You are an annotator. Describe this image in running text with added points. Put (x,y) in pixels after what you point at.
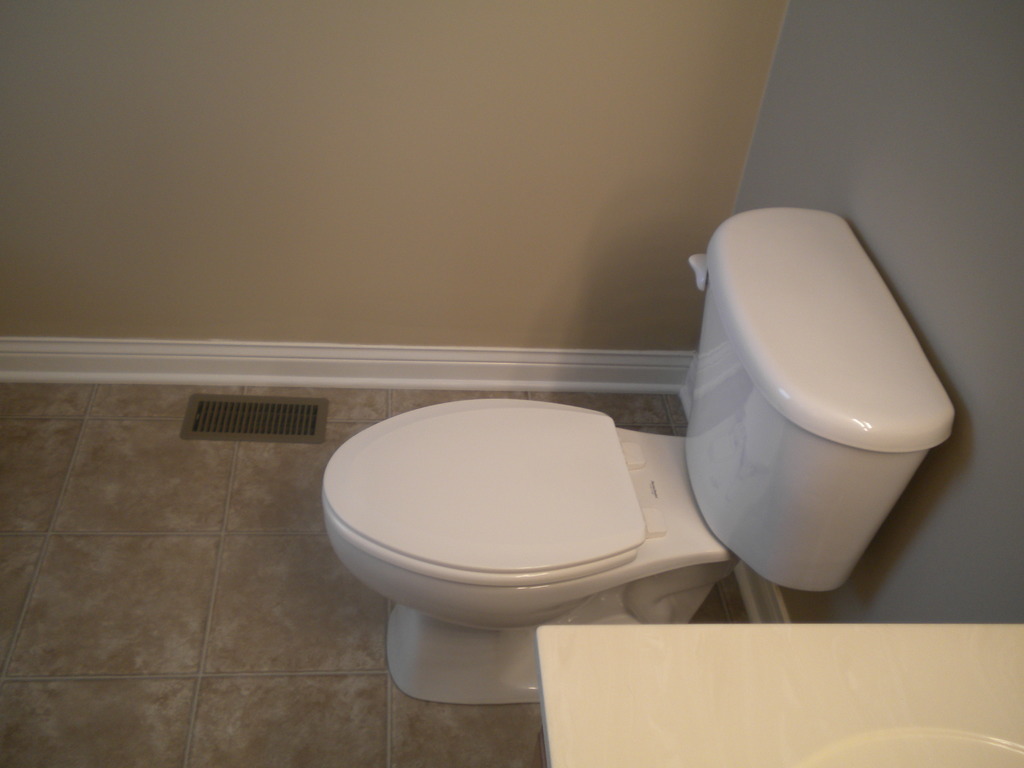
In the foreground of this image (787,710), at the bottom (808,689) there is an object (742,693). In the middle (558,446), there is a toilet tank (779,462) and the seat (538,538). We can also see the floor (185,521), mesh (220,397) and the wall (315,171).
